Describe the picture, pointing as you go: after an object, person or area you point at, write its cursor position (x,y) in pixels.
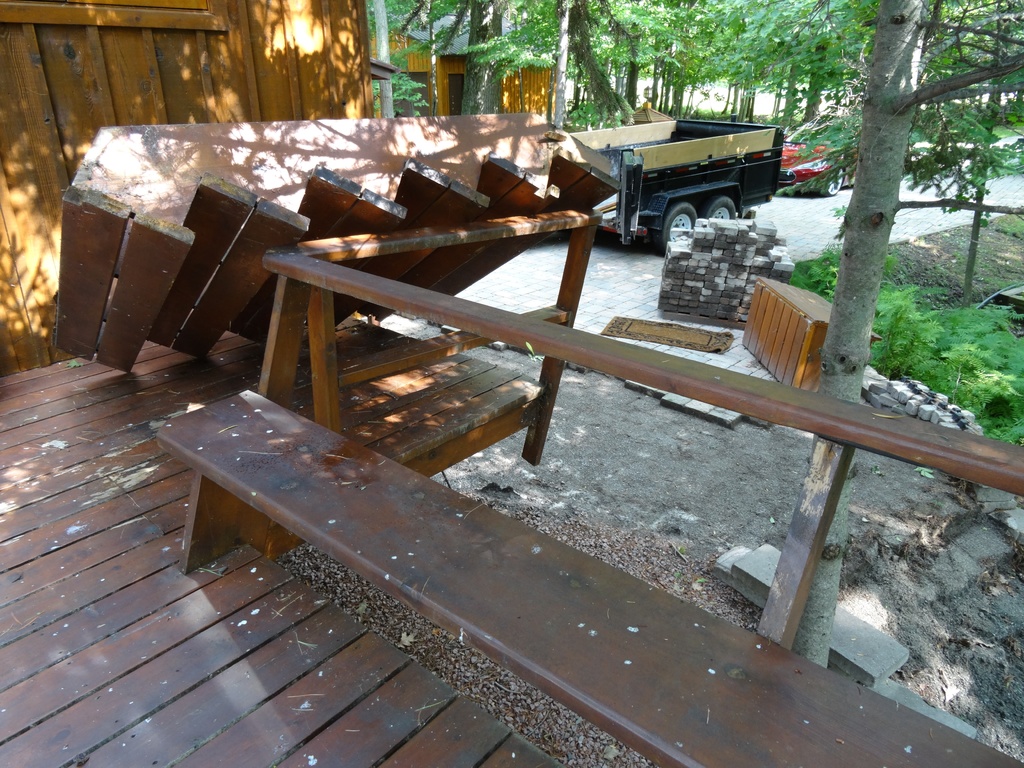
In this image I can see a bench (567,560), vehicles (708,156) and house (58,221) on the ground (609,428). I can also see few trees (840,157).
